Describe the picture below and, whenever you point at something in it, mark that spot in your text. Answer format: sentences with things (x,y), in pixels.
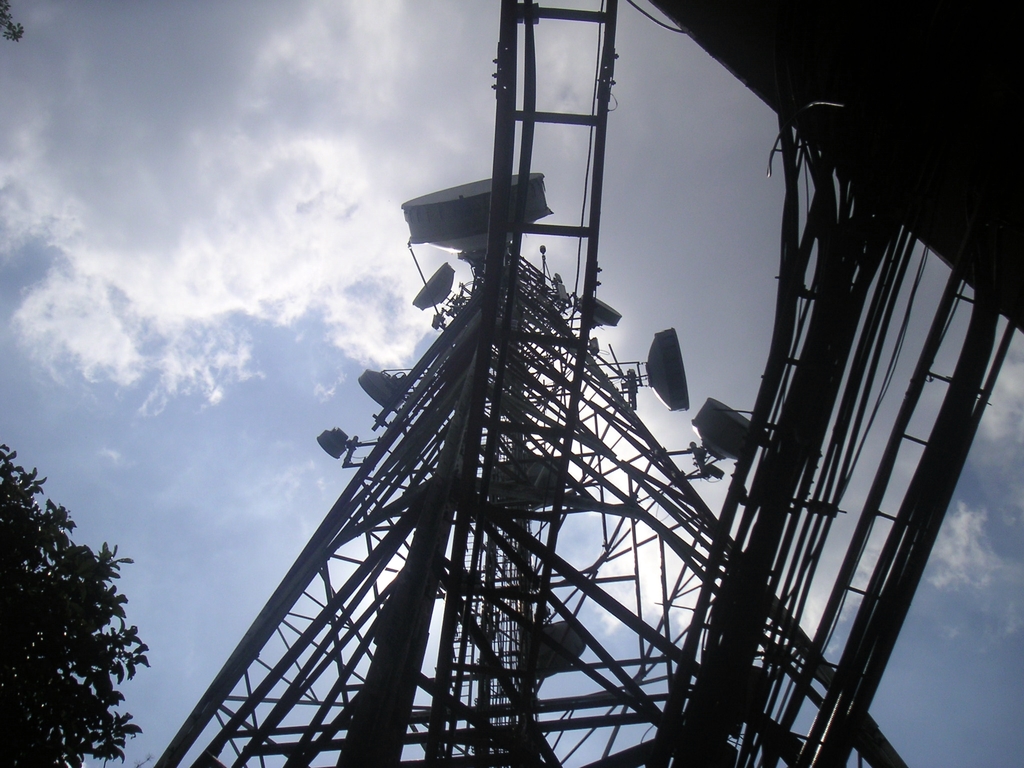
We see a cellphone tower (427,388) over here and there is a tree (106,679) on the left (67,599) and we see a clear sky (190,462) and it is a bit cloudy over here.
